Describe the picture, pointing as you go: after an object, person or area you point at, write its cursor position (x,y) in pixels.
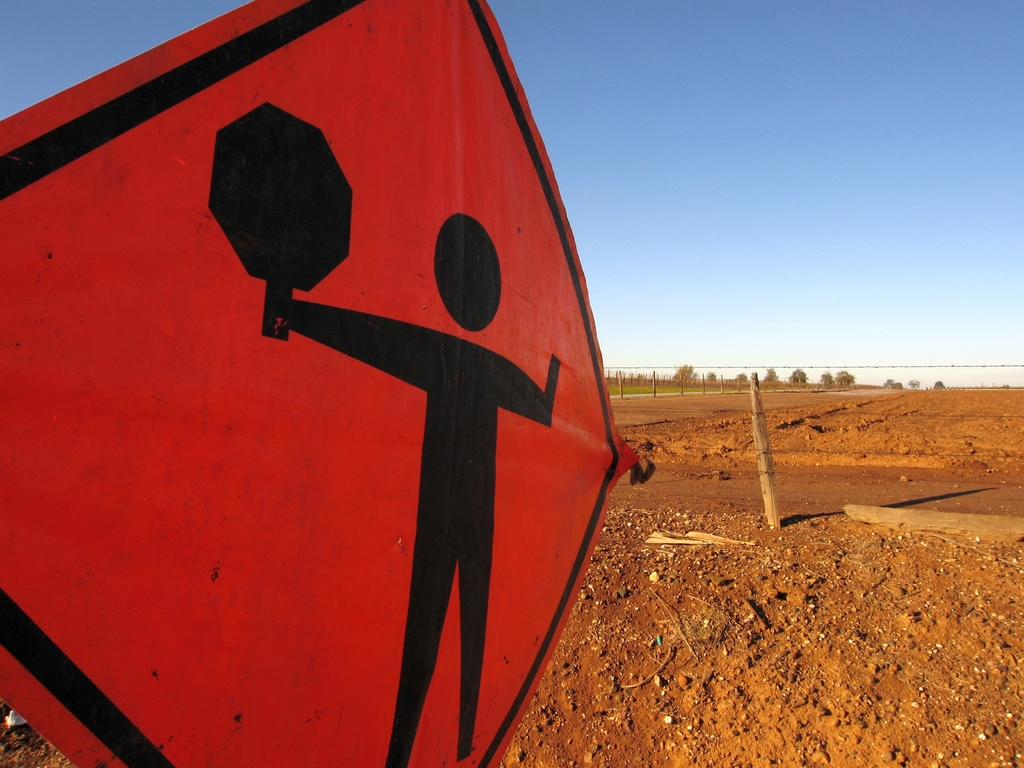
On the left side of the image (146,380) we can see a board (423,312). In the background of the image (936,403) we can see the trees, grass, ground (735,430) and the fence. At the bottom of the image (862,684) we can see the sand (745,602). At the top of the image (675,110) we can see the sky (169,34).
